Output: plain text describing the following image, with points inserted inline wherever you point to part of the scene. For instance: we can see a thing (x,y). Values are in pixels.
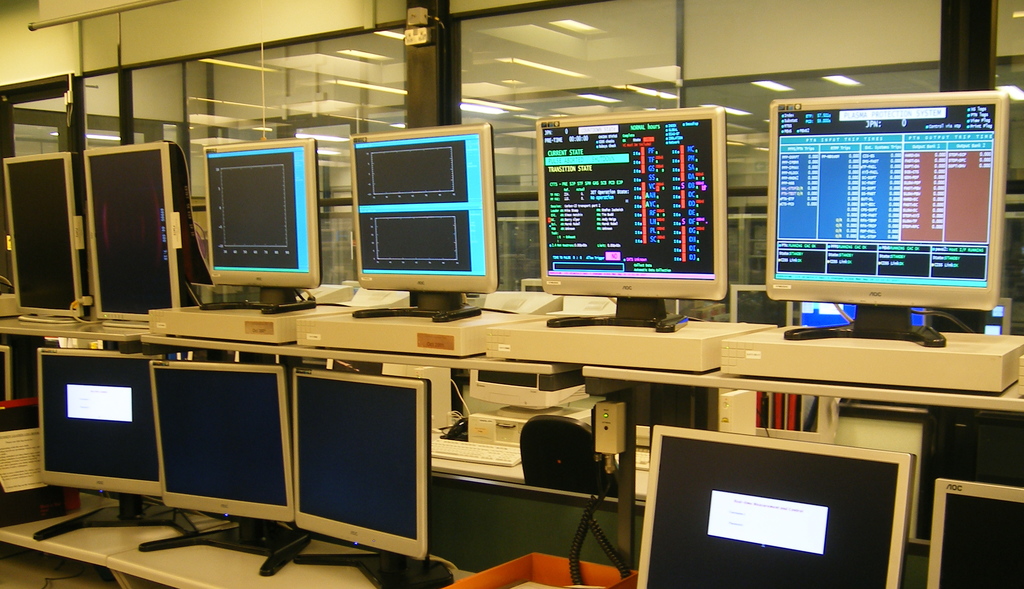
This image consists of many computers (251,484) kept on a desk (176,344). In the background (251,119), there is a wall (10,56) along with glass windows (270,66).
